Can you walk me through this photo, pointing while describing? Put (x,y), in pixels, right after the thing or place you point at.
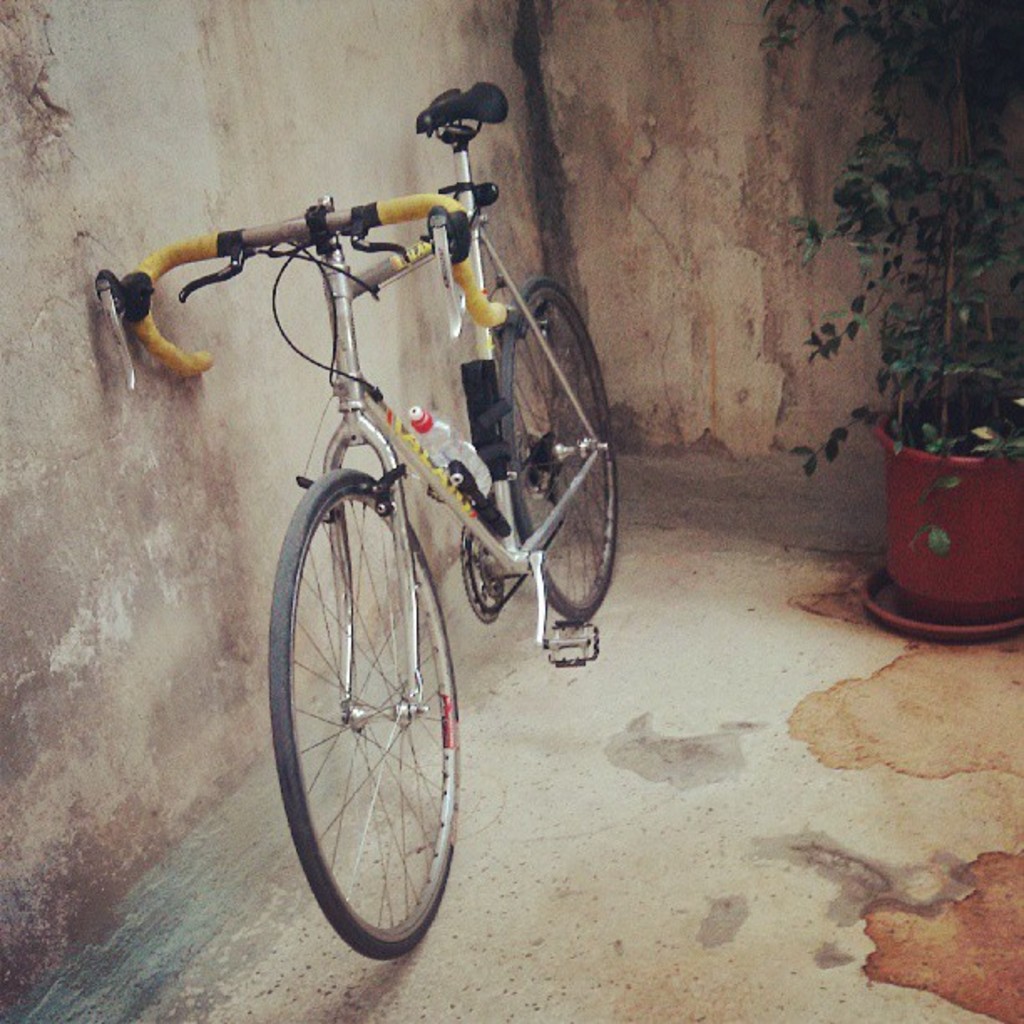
In this image I can see a bicycle (501,440), flower pot (1013,464) and the wall (659,152) is in cream and brown color.
